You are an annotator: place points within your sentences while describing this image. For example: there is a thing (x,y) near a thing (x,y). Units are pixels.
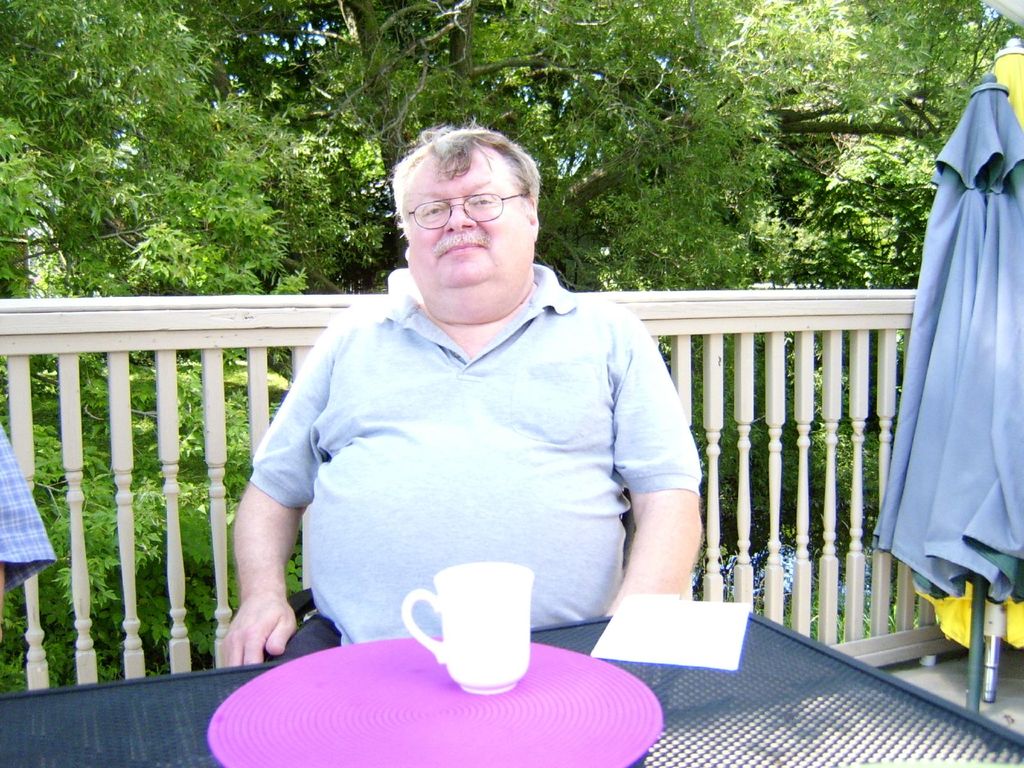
The picture is taken in the balcony (806,348) of a house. In the foreground of the picture (697,707) there is a table (749,722), on the table (700,717) there is a plate (446,721), a cup (496,662) and a tissue paper (720,635). In the center of the picture (475,365) there is a man (439,410) sitting. In the center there is a railing (804,575) and an umbrella (994,309). In the background (709,94) there are trees (457,95).
